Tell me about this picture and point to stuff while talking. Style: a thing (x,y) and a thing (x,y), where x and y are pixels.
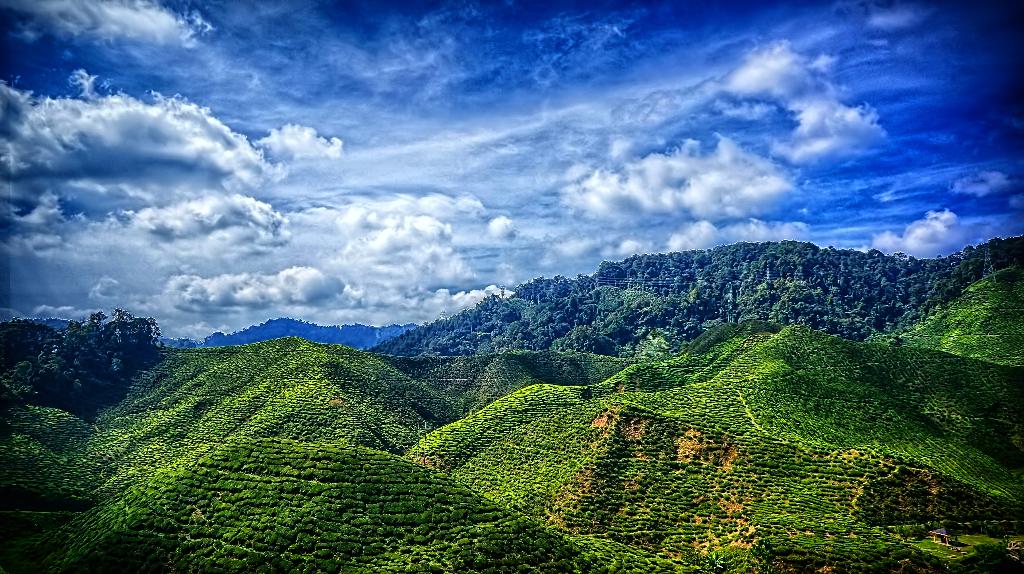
This picture shows hills (669,326) with trees (525,304) and we see a blue cloudy sky (7,298).
